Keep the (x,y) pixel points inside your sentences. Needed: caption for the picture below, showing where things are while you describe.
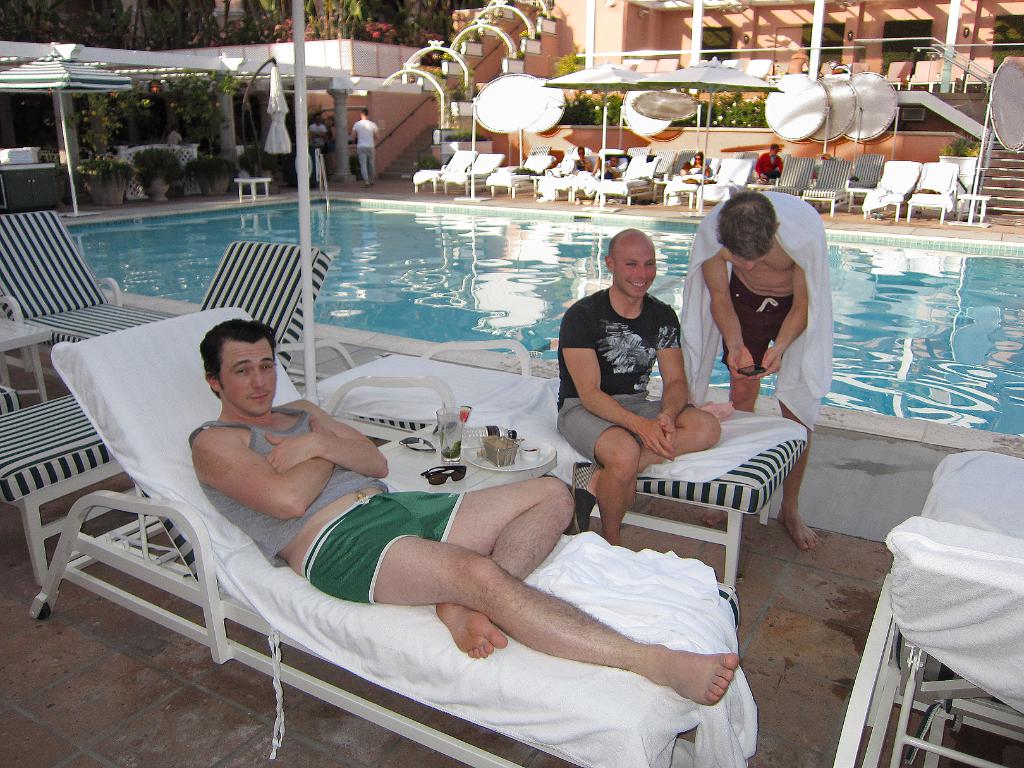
In this image we can see groups of people (758,318), some people (329,565) are sitting on chairs (364,659). One person (742,212) is holding a mobile (755,371) with his hands (741,361). In the center of the image (426,265) we can see a swimming pool (518,323), the plate (474,459) containing food (492,462), bottle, glass (452,456) and goggles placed on the table (441,462). In the background (226,47), we can see some poles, flowers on the plants (706,116), umbrellas (476,97), trees (363,9) and a building (641,36) with windows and pillars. On the right side of the image (1004,171) we can see a staircase (991,185).
